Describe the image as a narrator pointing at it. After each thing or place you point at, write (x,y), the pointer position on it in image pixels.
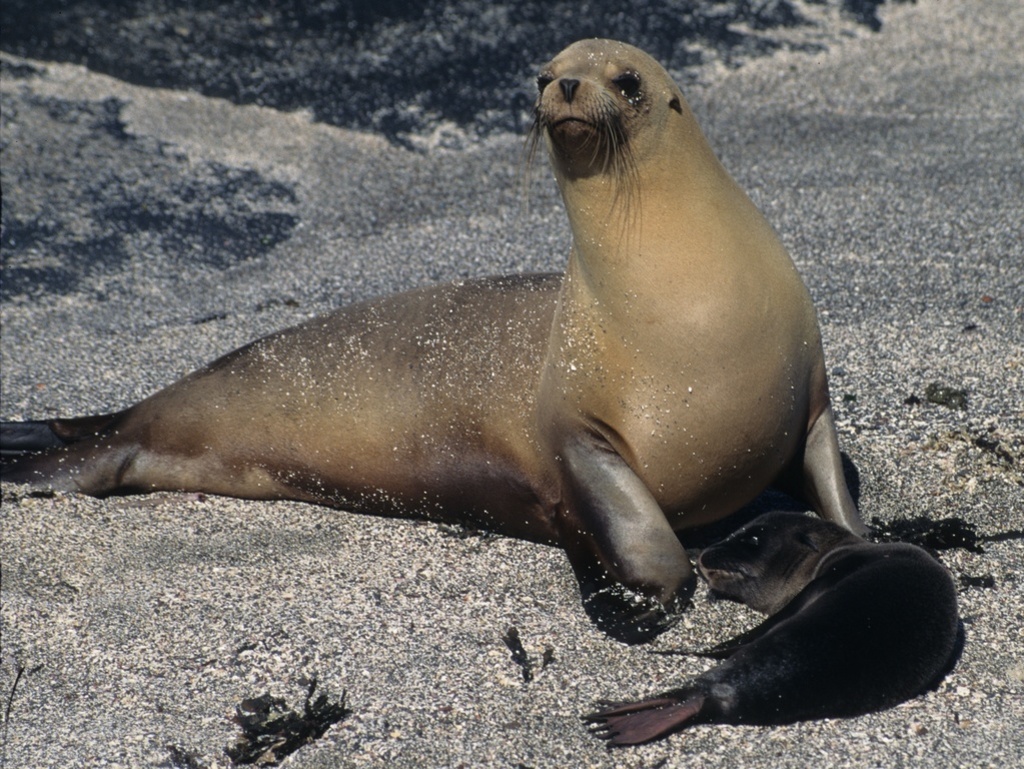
In this image we can see animals (741,550) on the sand (585,630).
